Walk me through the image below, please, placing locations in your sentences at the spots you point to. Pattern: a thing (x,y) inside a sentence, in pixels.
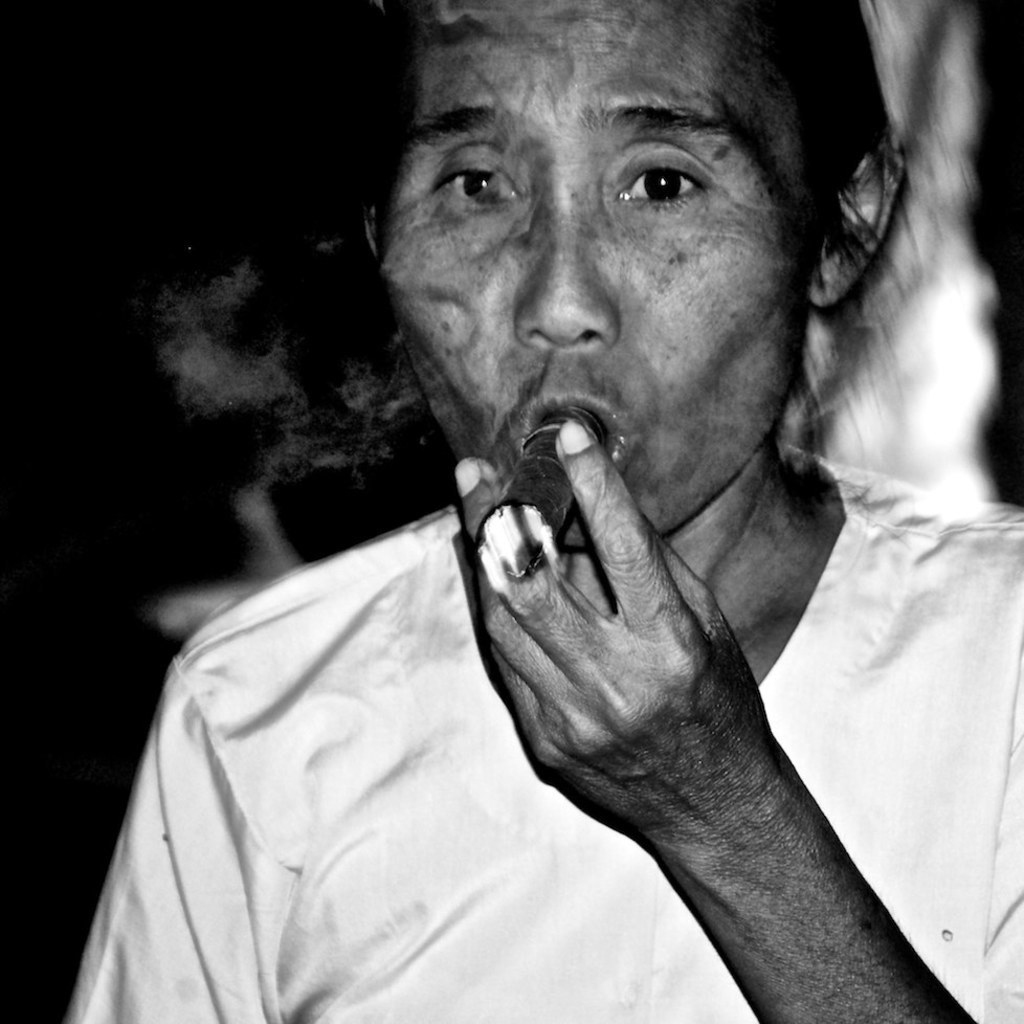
It looks like a black and white picture. We can see a person (581,614) holding a cigar (535,506) and behind the person (442,559) there is a dark background (137,378).
